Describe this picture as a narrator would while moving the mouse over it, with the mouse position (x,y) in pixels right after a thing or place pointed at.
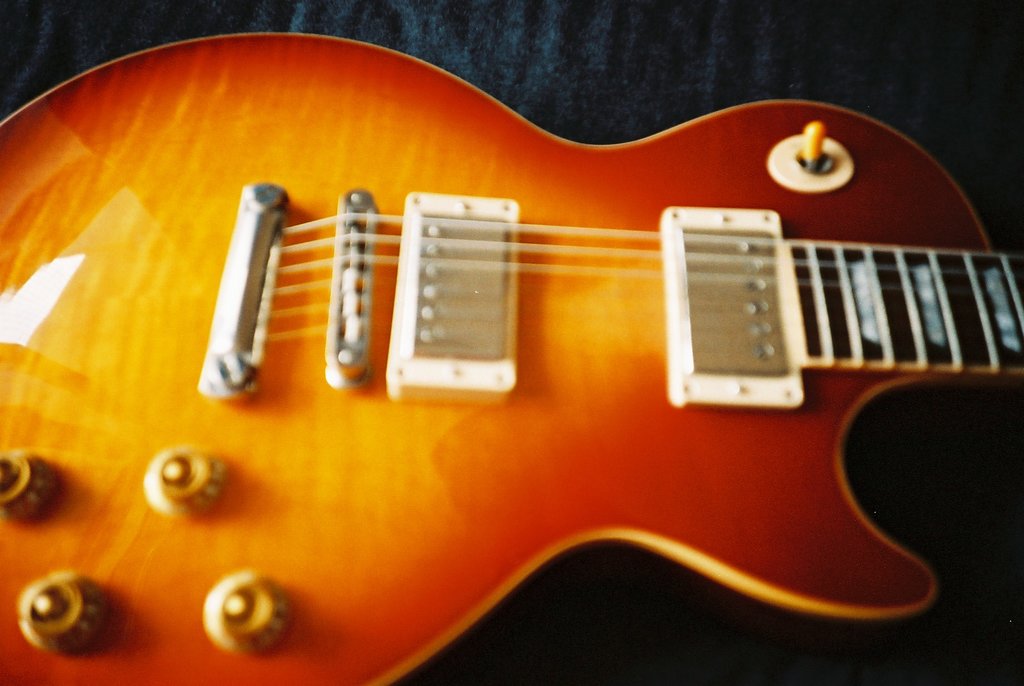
In this image I see a guitar (691,163) which is of orange and red in color and I see the strings (558,266) on it and this guitar (513,133) is on a black surface (678,104).
